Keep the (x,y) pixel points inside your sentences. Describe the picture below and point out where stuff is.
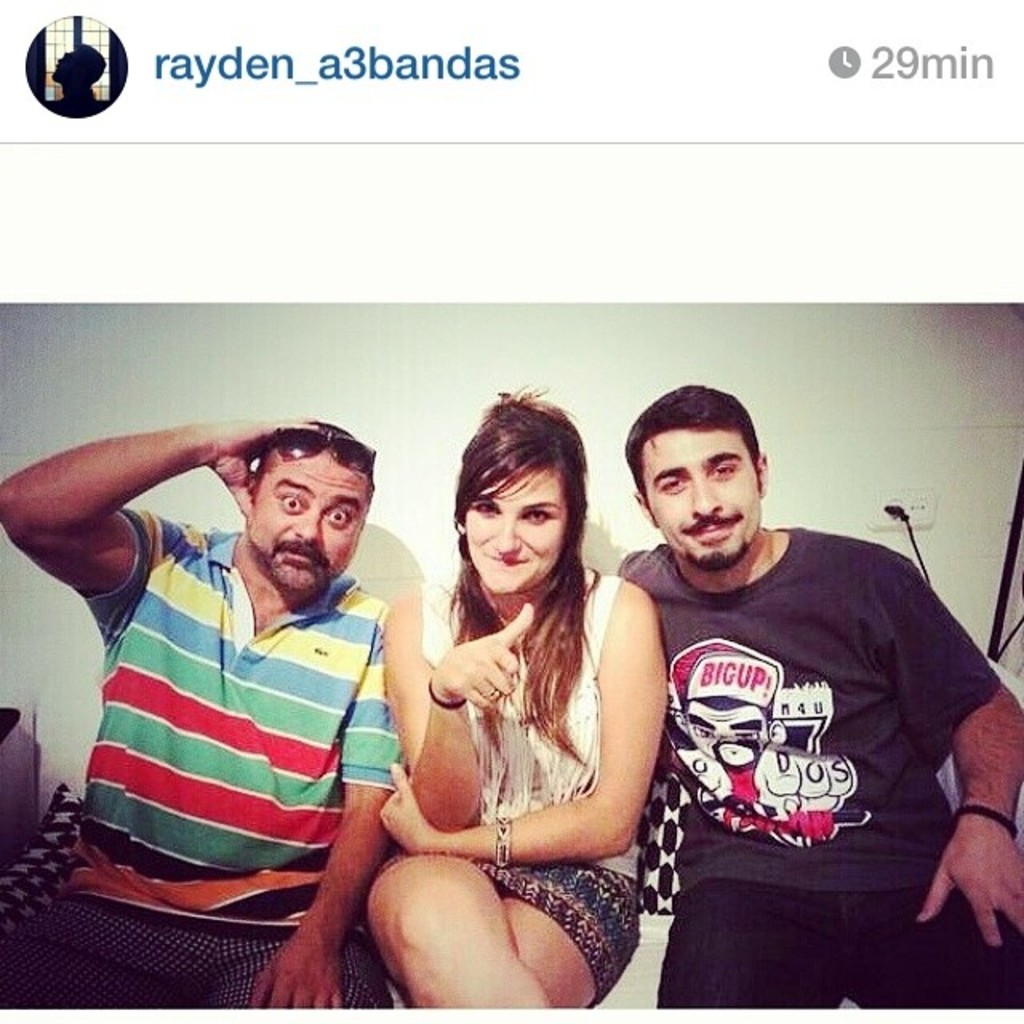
In this picture we can see a web page (456,868), where we can see people (640,725), wall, some objects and some text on it.
